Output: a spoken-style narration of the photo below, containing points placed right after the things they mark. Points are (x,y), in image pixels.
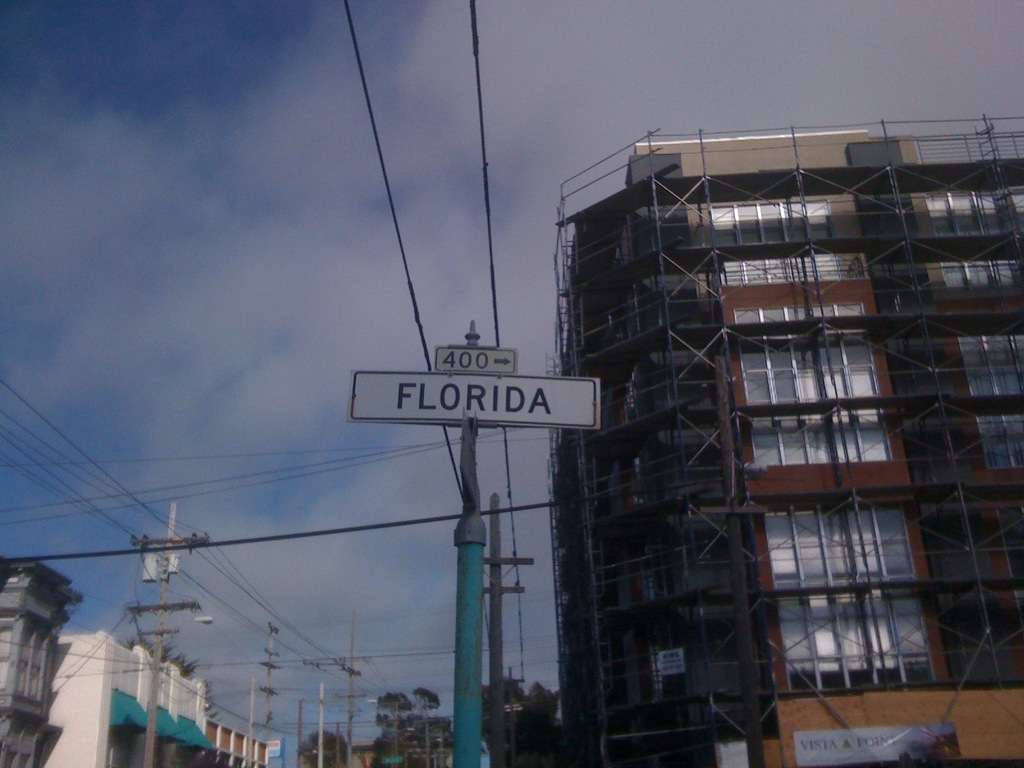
This image consists of a buildings (18,688). In the middle (450,408), we can see the poles (475,569) and a board (491,394) along with the wires (197,545). At the top (326,195), there are clouds (449,332) in the sky (557,28).
